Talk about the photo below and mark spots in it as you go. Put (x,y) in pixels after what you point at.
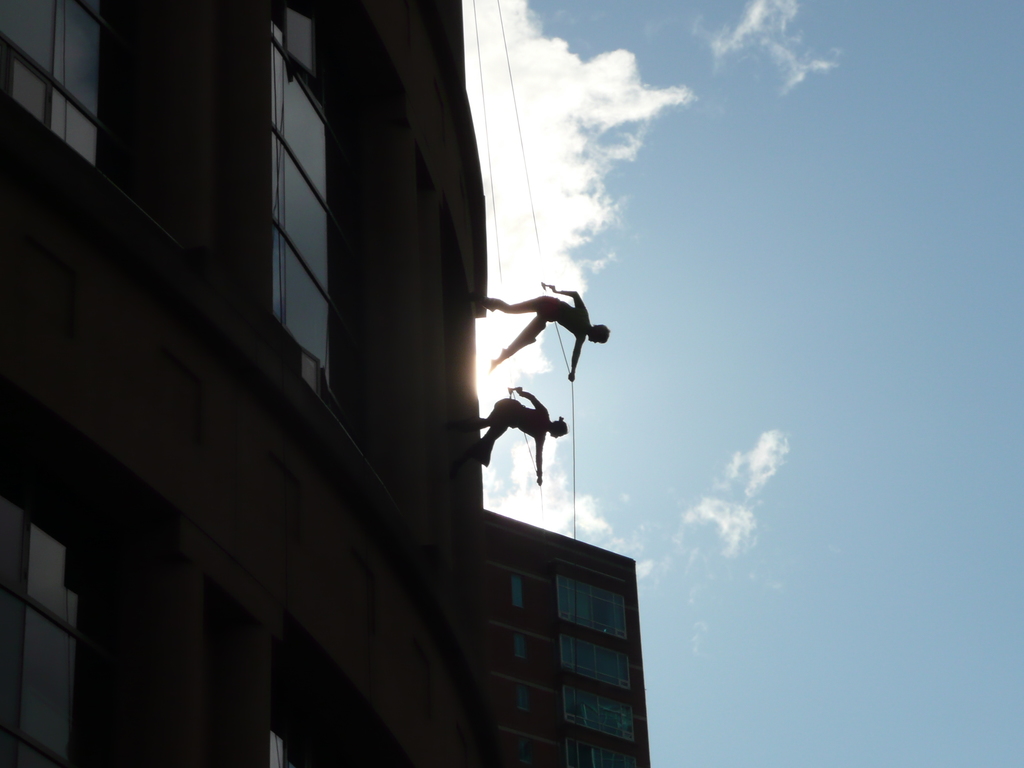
In the image there is a man (551,310) and woman (528,408) climbing down on a building wall (407,449) with the aid of ropes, in the back (526,383) its sky (657,180) with clouds (573,164).
